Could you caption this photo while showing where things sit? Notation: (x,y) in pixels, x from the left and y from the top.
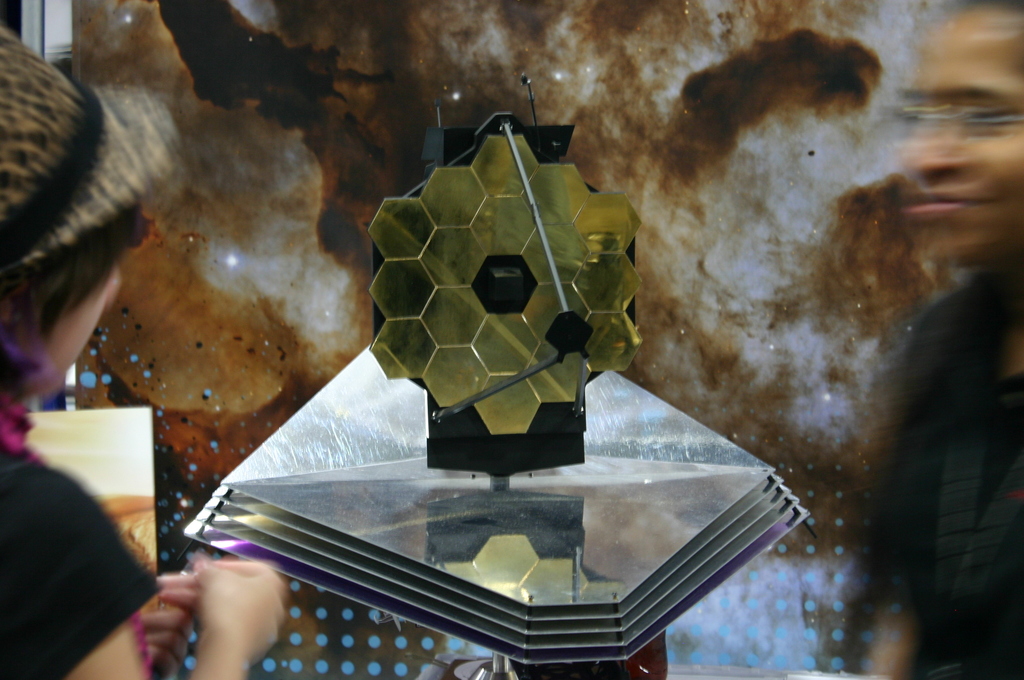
This image is taken indoors. In the background (191,241) there is a wall (783,293) with a painting (780,310). In the middle of the image (539,395) there is a model of a space telescope (516,392). On the left side of the image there is a woman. On the right side of the image (963,546) there is a man (980,530).
